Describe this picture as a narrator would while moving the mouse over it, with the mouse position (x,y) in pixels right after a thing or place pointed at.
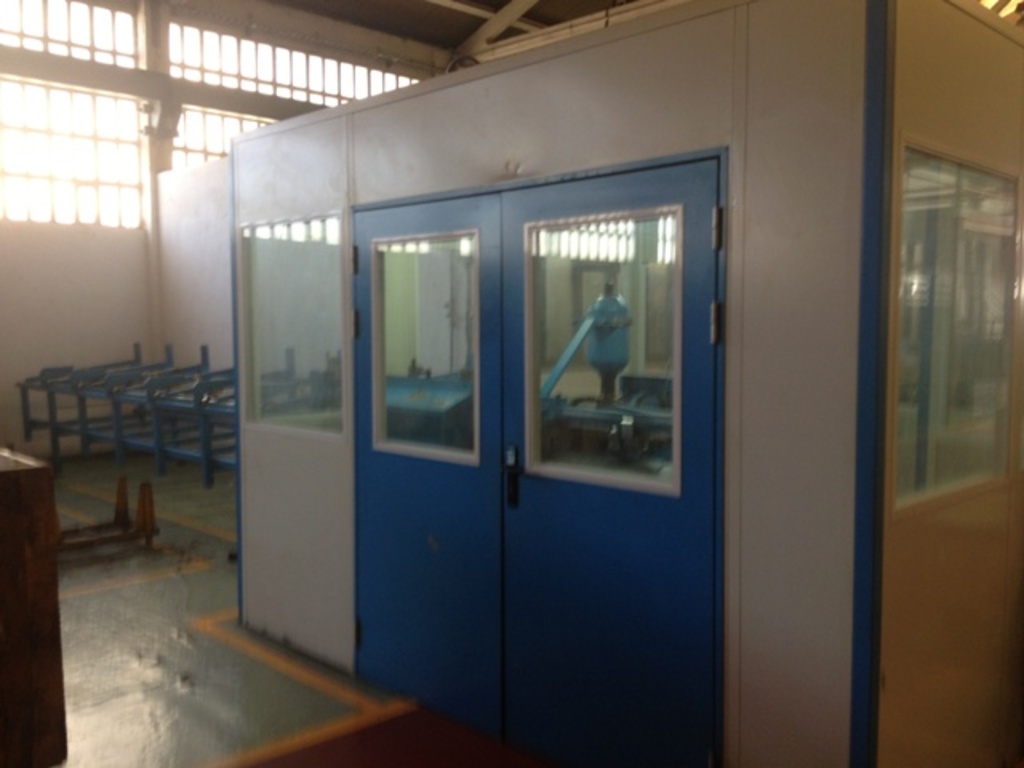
There is a blue color door (554,494) in the center (571,492) and there are some other objects (187,391) beside it.
